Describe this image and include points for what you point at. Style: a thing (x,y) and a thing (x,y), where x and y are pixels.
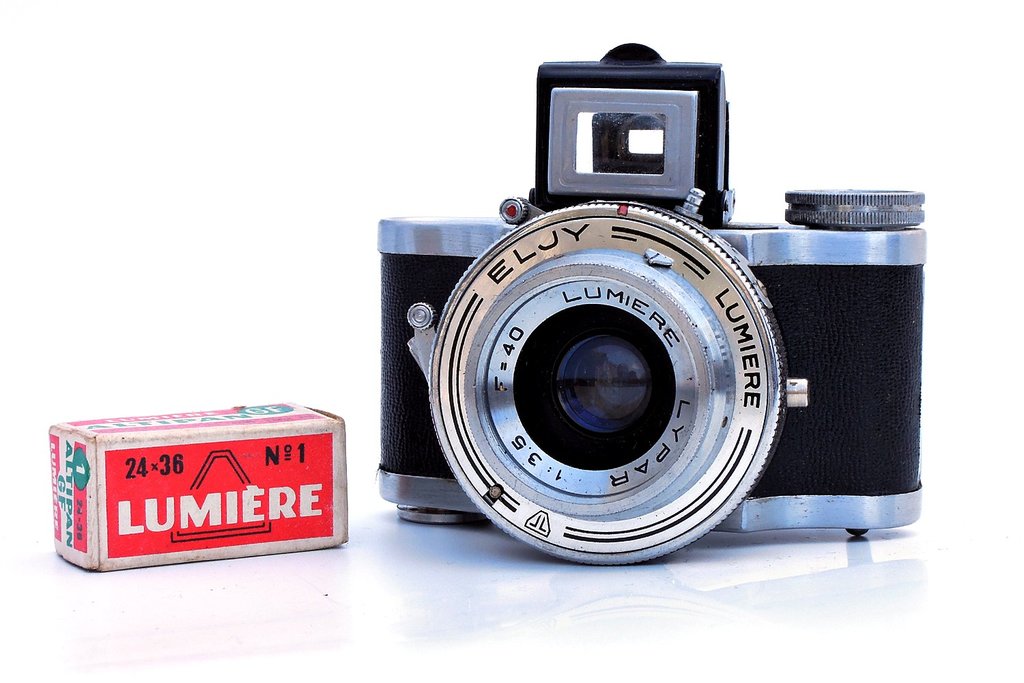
In this image I can see a box (189,522) and a camera (567,401) on the floor (540,592). The background (81,184) is white in color. This image is taken may be in a house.
